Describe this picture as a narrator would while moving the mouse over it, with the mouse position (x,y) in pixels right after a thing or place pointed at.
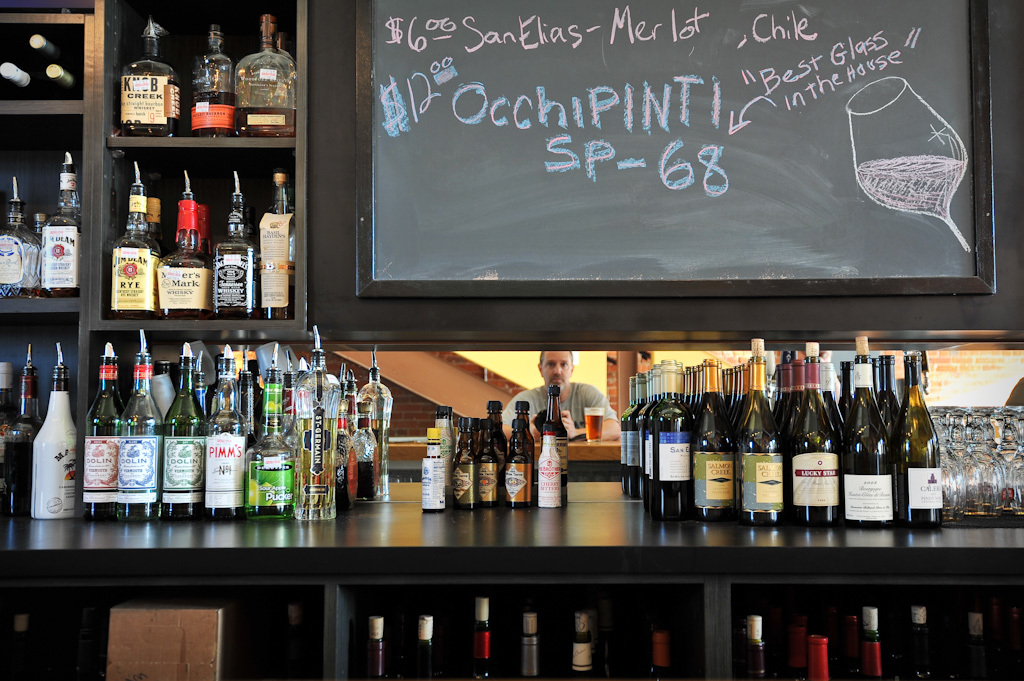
This image is clicked in a bar (484,570), In the middle (353,423), there is a table (381,596) with many shelves (466,587), there are many bottles (281,503). At the top (660,209) there is a black board (609,191) with written text (597,142). In the background (565,375) there is a man (571,381), table (605,467) and glass (600,431).
